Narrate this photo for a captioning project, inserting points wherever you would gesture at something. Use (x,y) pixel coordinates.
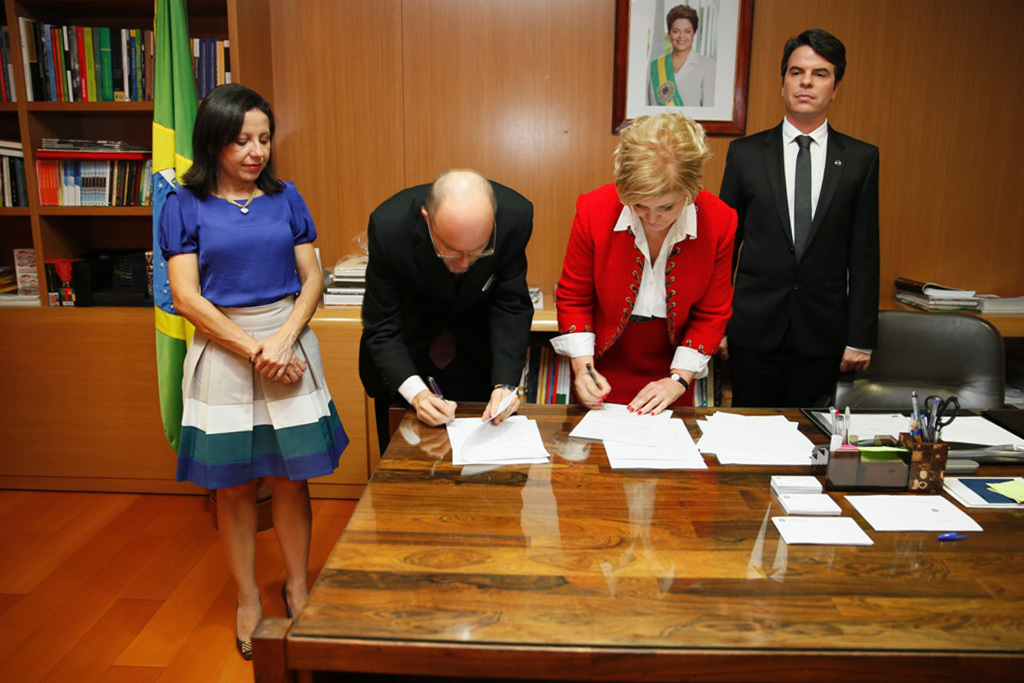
As we can see in the image there are books (138,75), flag (192,55), photo frame (733,49), few people (715,237) standing over here and there is a table (542,475). On table (581,470) there are papers (463,450).
